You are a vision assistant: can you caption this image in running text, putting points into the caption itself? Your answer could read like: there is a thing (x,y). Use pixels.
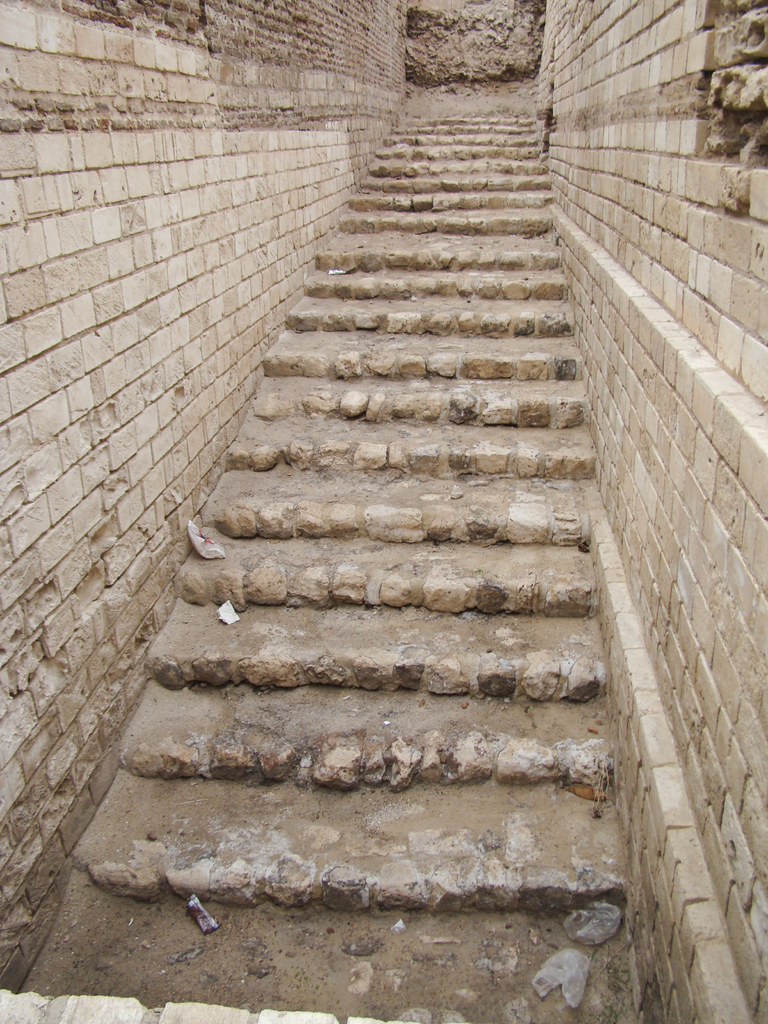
In this image at the center (399,547) there are stairs (434,187). On both right and left side of the image (171,197) there are walls (236,170).
